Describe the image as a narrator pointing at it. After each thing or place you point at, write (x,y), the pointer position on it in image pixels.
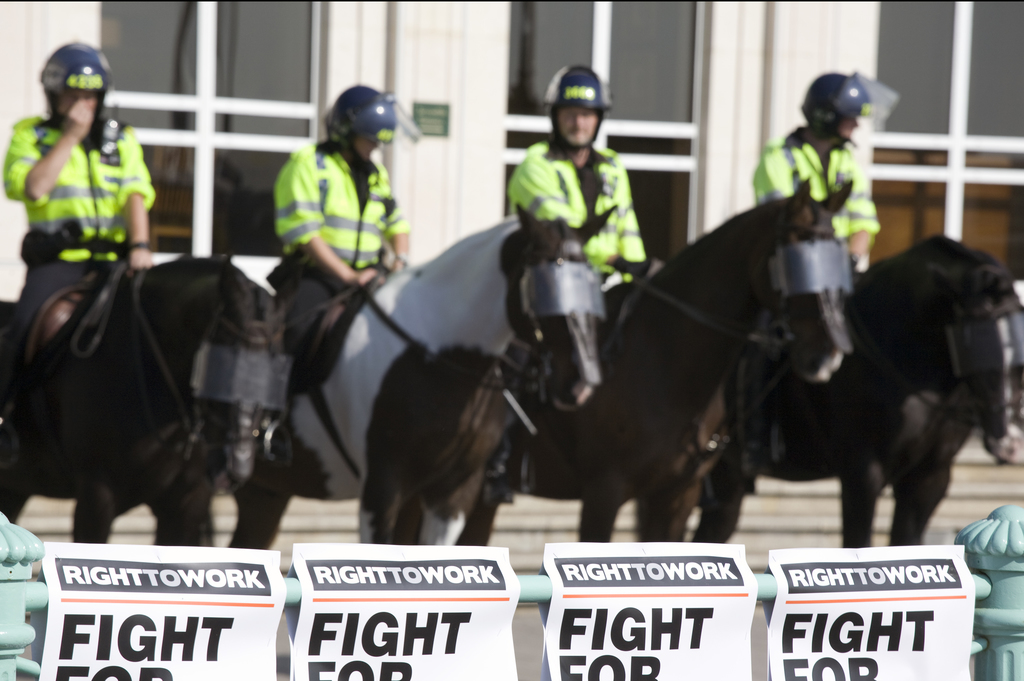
In this image we can see four persons (588,252) are sitting on the horses (721,364) and they wore helmets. At the bottom of the image (240,663) we can see posters (949,628) and a pole (1023,566). In the background (425,2) we can see a building (707,13).
